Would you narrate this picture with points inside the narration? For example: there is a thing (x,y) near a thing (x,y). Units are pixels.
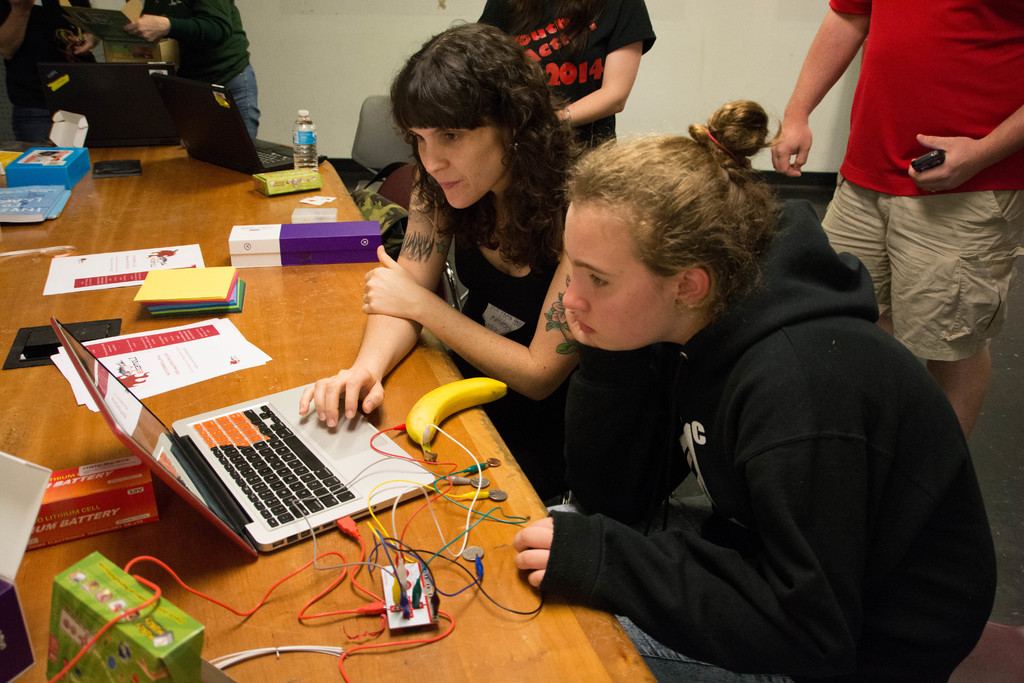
In this image I can see people (497,69) where few are sitting and few are standing. I can also see most of them are wearing black dress (723,450). Here I can see a table (458,636) and on it I can see few laptops (240,488), a bottle (305,165), few boxes (295,176), few white colour papers (134,350), a yellow colour banana (443,410) and few wires (315,647).
